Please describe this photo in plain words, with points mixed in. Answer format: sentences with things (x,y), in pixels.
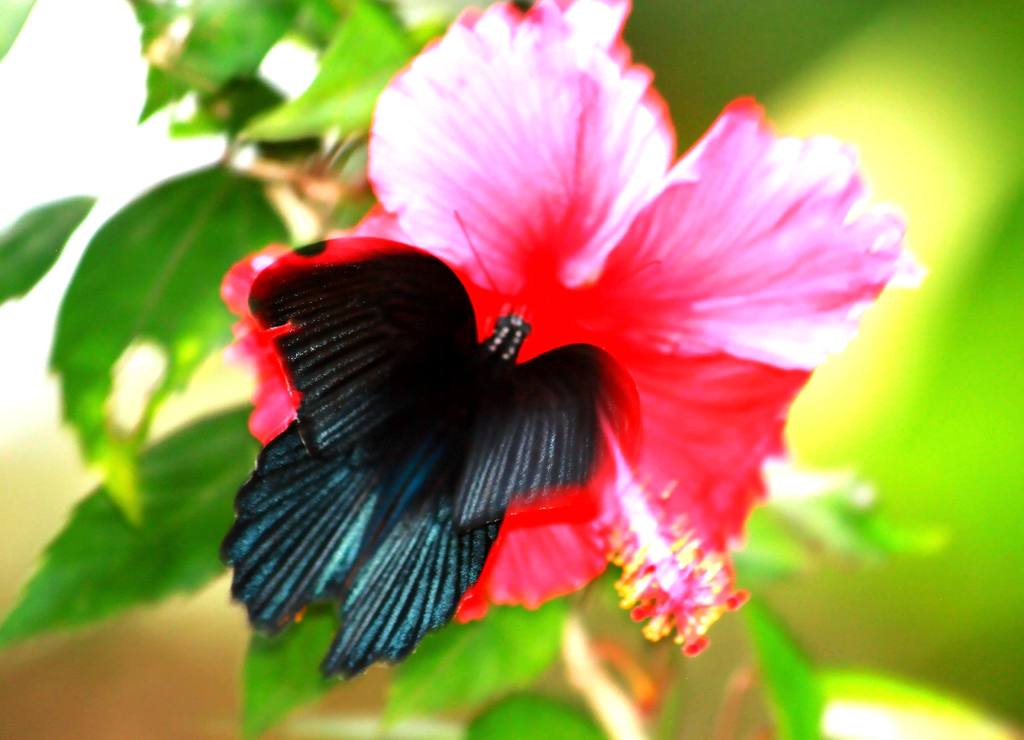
In the middle of this image (375,331), there is a black color butterfly (357,340) on a pink colored flower (590,496) of a plant (596,129), which is having green color leaves (131,229). And the background (970,692) is blurred.
